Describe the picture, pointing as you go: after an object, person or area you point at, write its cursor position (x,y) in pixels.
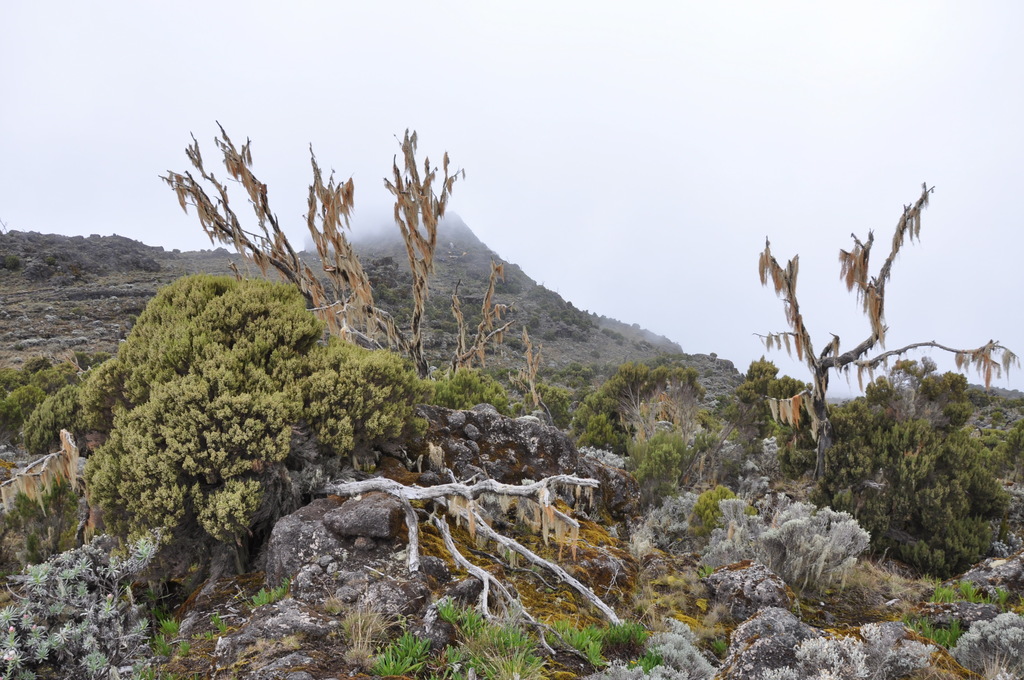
In the image in the center (418,406) we can see stones (359,573), trees (158,503), plants (790,552) and grass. In the background (488,188) we can see sky (487,136), clouds (504,136) and hill (27,279).
